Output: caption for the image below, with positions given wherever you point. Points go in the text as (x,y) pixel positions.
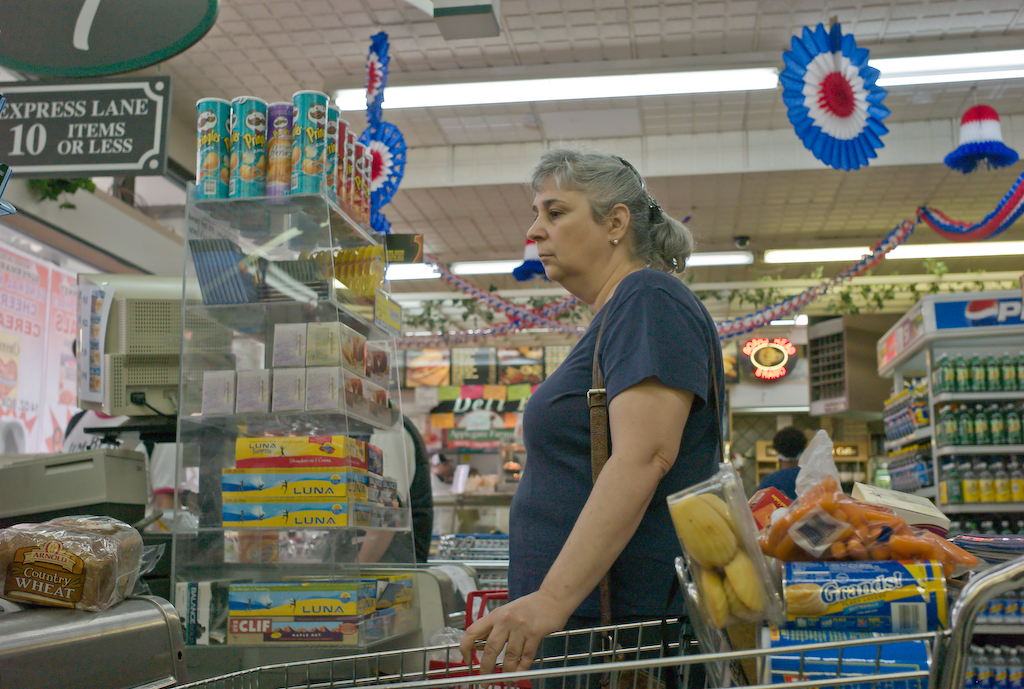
In this picture I can observe a woman (634,421) standing on the floor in the middle of the picture (570,425). Beside her I can observe a trolley (535,674). In the background (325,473) I can observe a supermarket (246,458).
